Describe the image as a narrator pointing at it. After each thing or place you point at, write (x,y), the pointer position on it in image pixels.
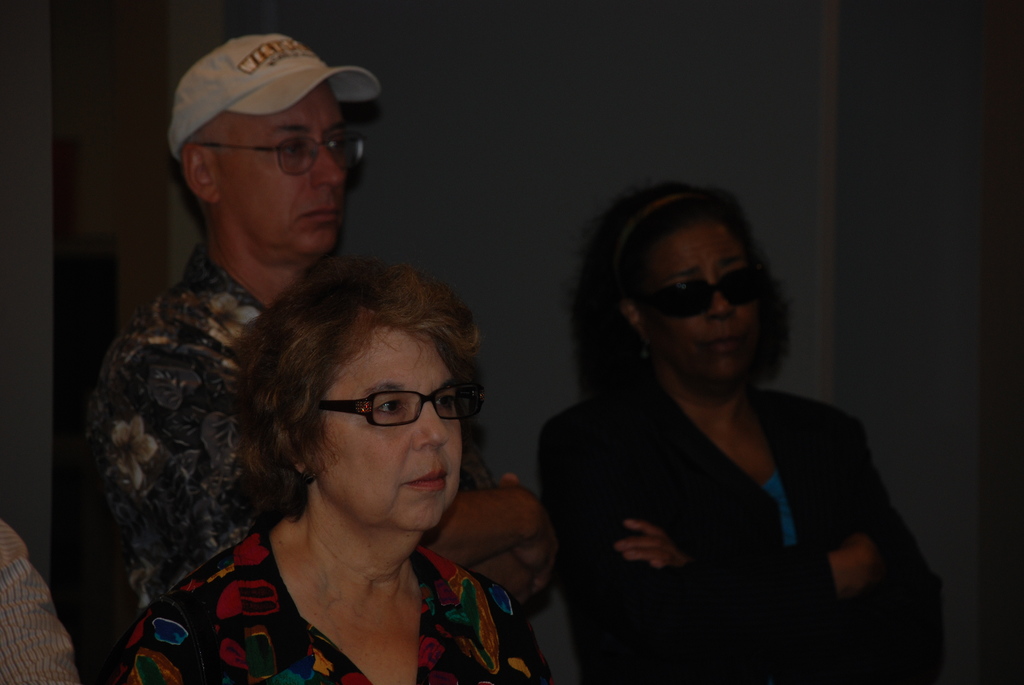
On the left side (317,295) a woman (490,595) is there, she wore spectacles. Behind her a man (318,89) is there, he wore cap (307,73). On the right side (791,509) a woman (761,486) is there, she wore black color spectacles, coat (738,523).
